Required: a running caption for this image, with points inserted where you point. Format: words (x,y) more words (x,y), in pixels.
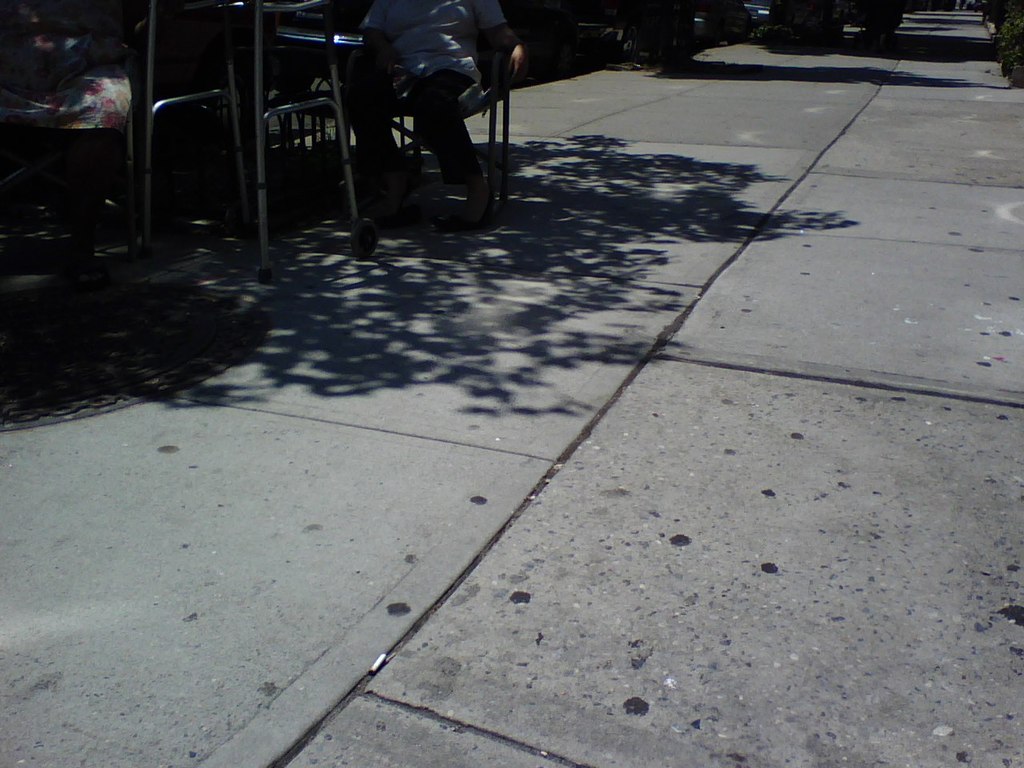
In this picture we can see few people (435,127), they are seated on the chairs (418,143), and we can find few metal rods (260,91).
